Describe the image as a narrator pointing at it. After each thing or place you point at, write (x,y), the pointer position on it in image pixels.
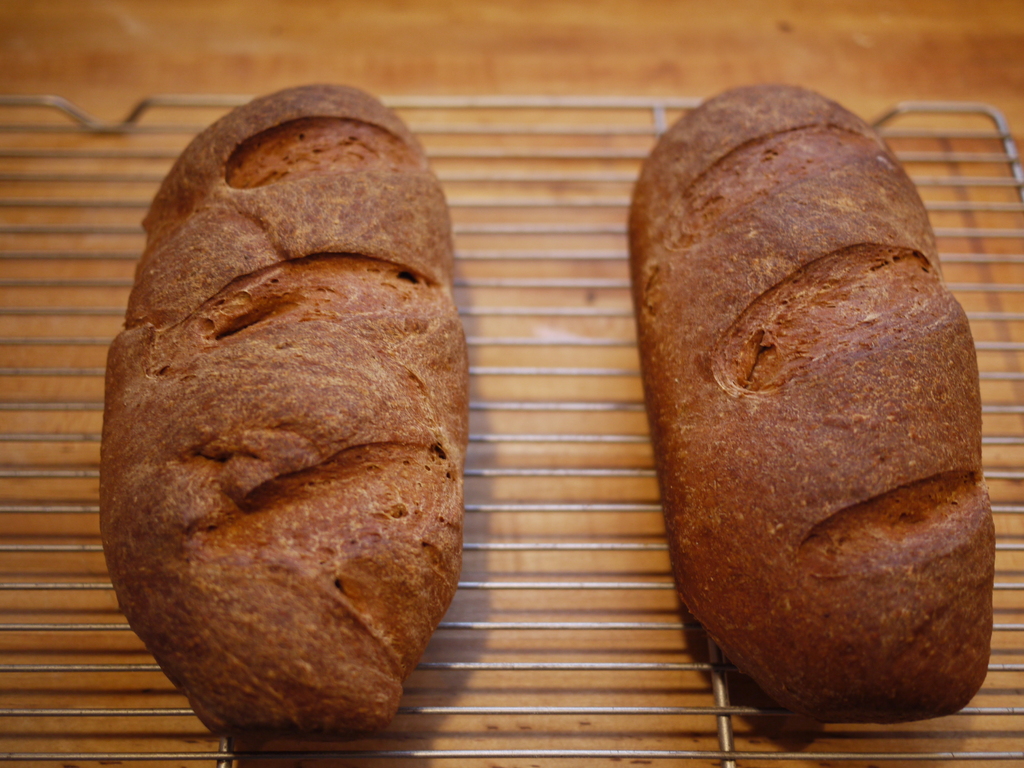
In this image in the foreground (895,160) there are two things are there and which is of brown in color.
